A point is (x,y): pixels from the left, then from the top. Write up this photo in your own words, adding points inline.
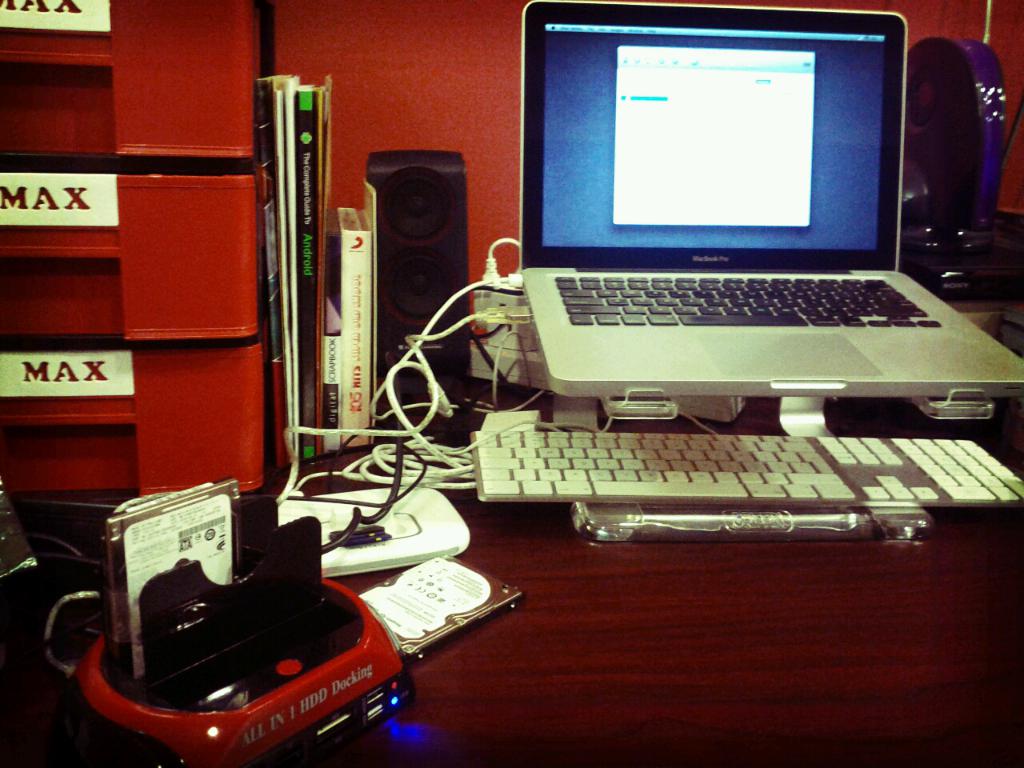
In this image I can see few books (301,276), a keyboard (624,462) and a laptop (738,279).
